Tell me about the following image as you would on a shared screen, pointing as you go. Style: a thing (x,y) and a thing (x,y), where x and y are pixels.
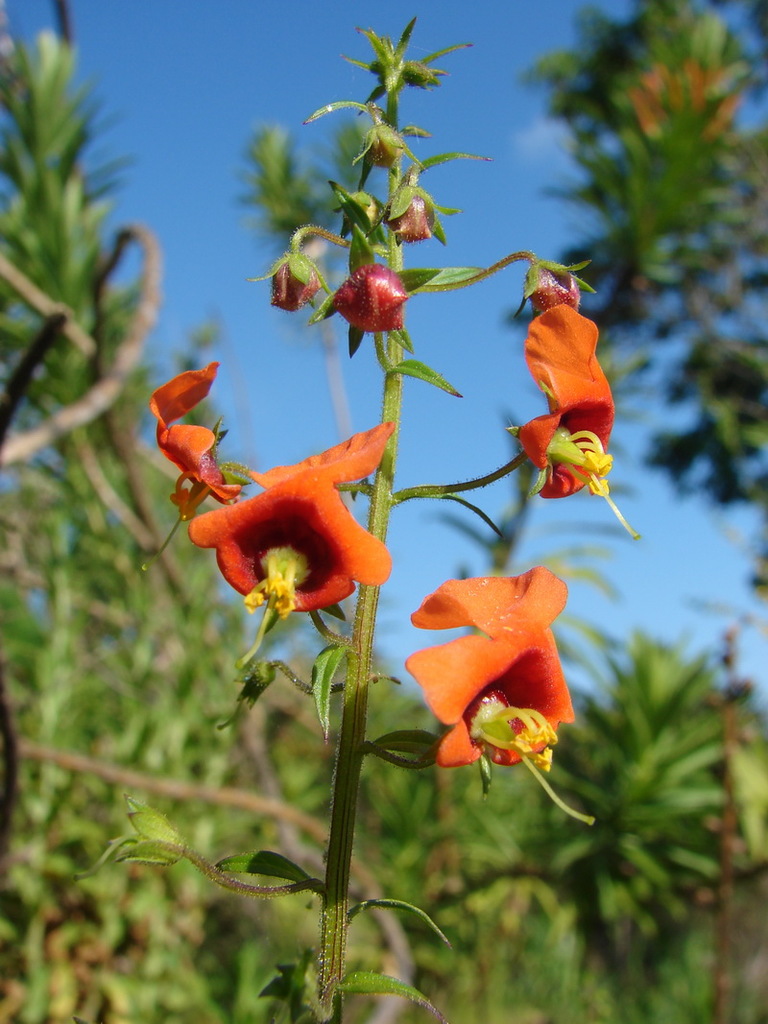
We can see plant (380,485), flowers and buds (351,293). In the background (61,398) it is blue and green and we can see sky (470,107).
